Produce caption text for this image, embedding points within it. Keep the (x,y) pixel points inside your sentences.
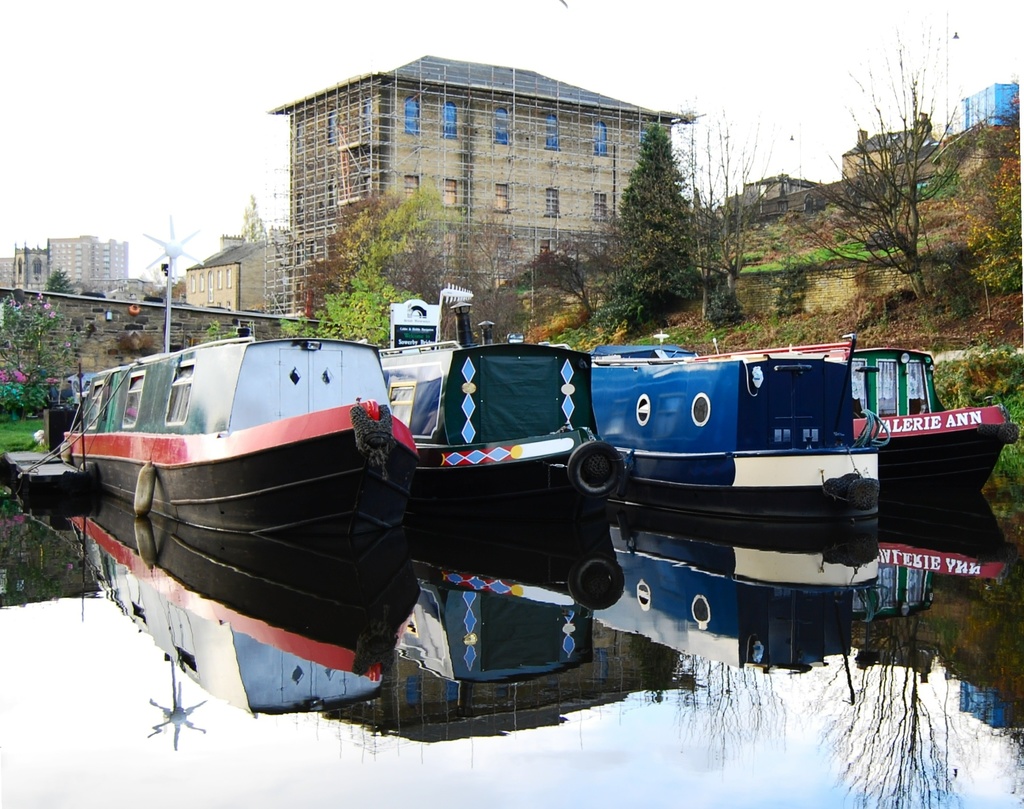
In this image there is water (639,644) and we can see boats (760,451) on the water (884,511). In the background (172,208) there are buildings (453,184), trees (448,274) and sky (246,73).
